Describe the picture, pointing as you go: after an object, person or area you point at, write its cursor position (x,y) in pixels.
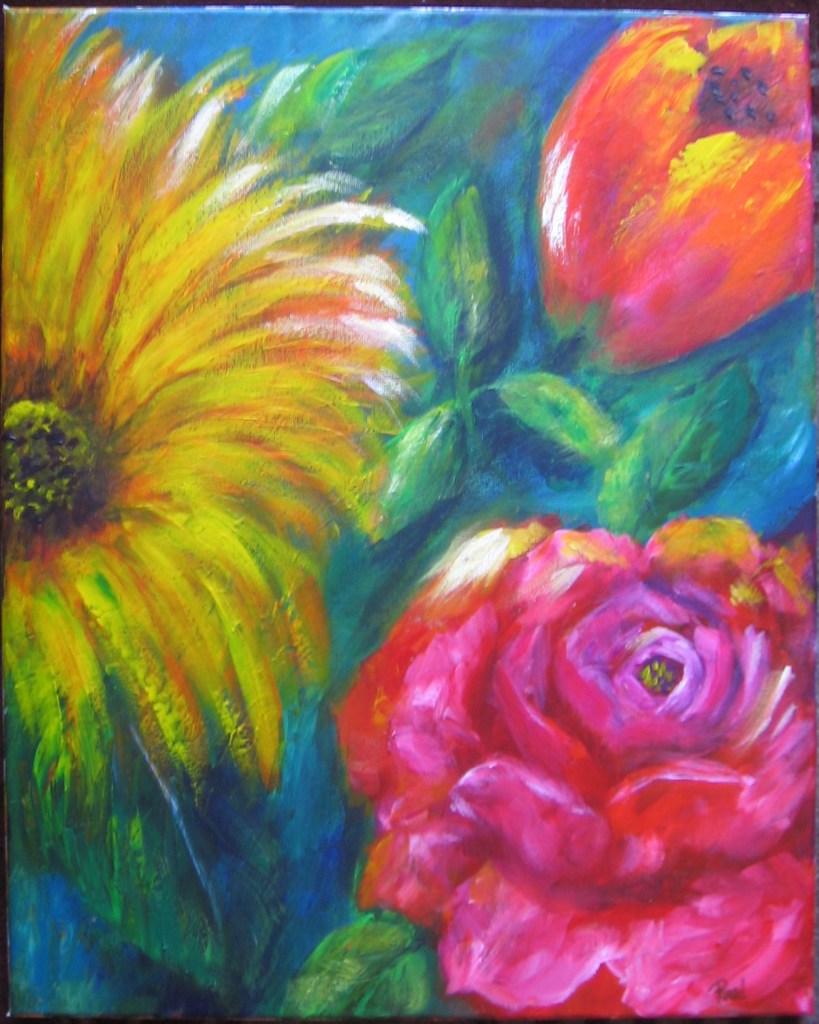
In this picture there is a painting (617,768) of flowers (680,110) and leaves (357,936).
